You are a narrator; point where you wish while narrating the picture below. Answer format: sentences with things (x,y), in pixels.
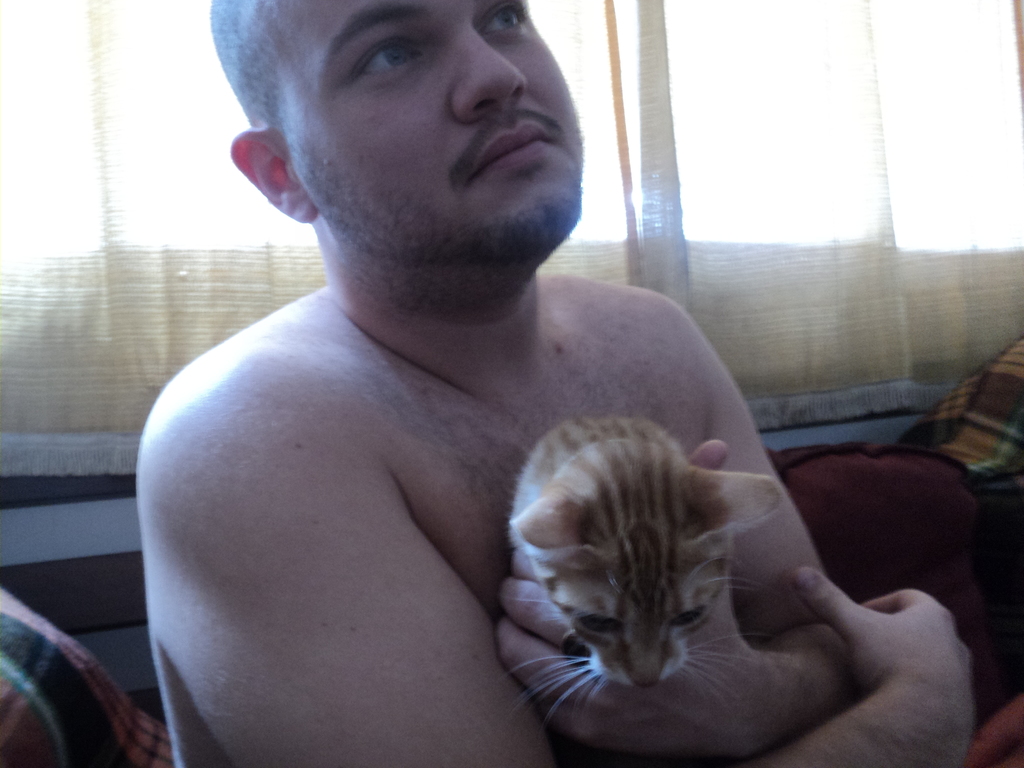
In this image we can see a man (288,706) holding a cat (526,542) in his left hand (674,657).
